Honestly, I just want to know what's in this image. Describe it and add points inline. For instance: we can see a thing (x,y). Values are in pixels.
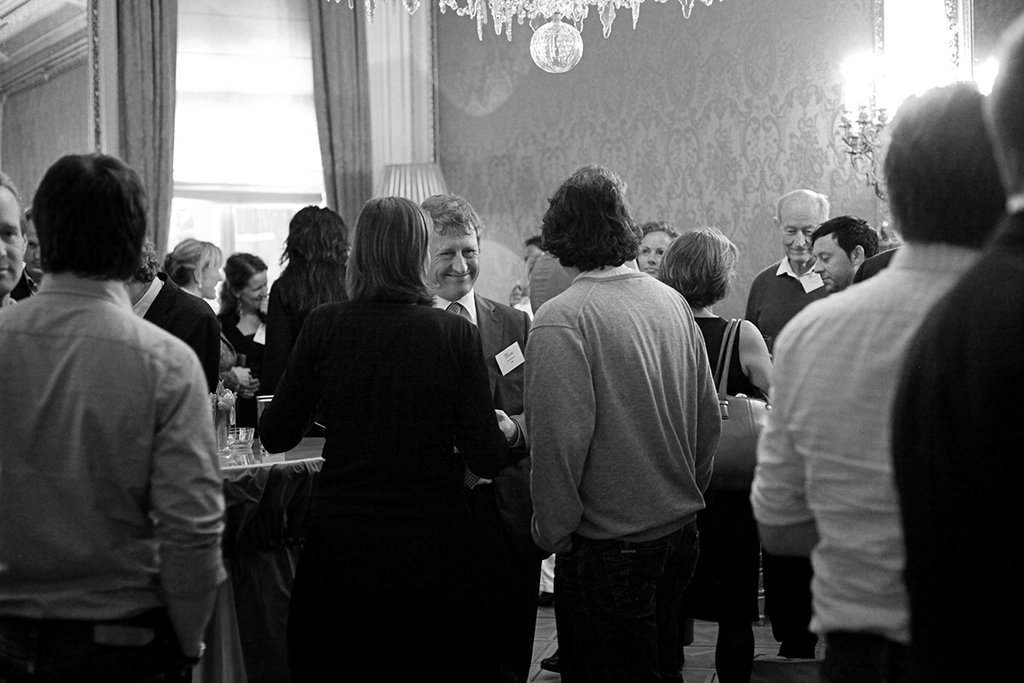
In the image we can see black and white picture of people (367,393) standing, wearing clothes (516,482) and they are smiling and some of them are carrying a bag (730,436). Here we can see the floor (700,664), chandeliers (571,10), lights (850,90), curtains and the wall (661,118).
